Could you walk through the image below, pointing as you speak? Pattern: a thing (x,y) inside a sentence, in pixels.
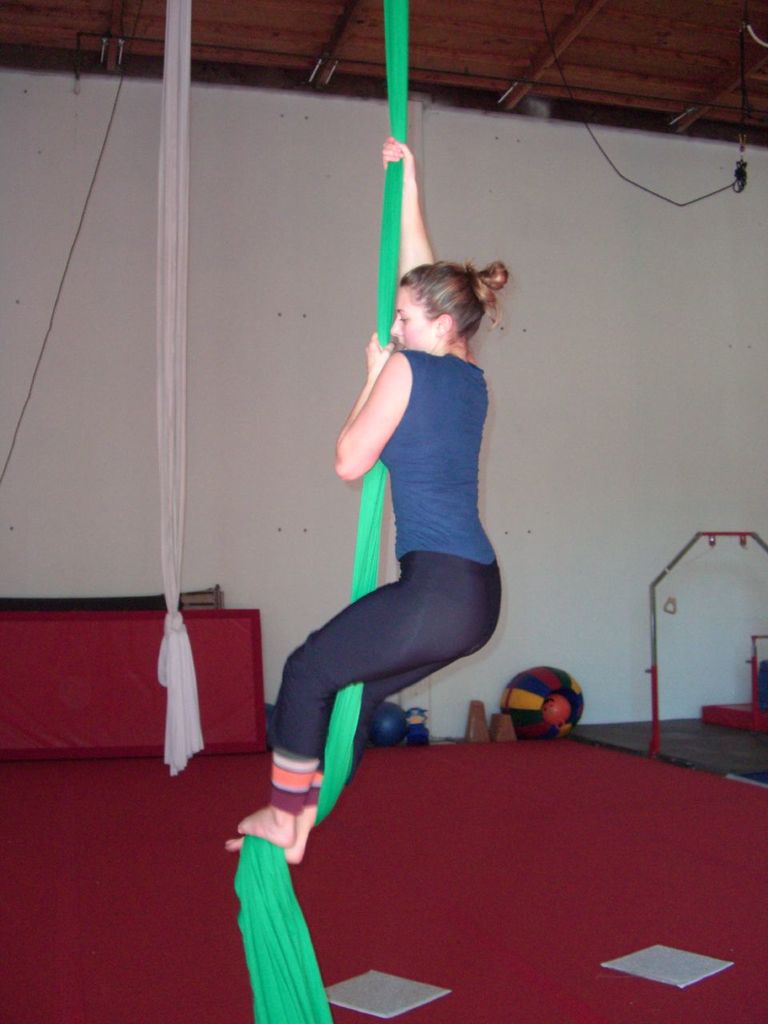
In this picture I can see a person (340,635) doing gymnastics with an aerial silk (383,487), and in the background (242,569) there is another aerial silk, balls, there is a wall (562,379) and some other items (767,723).
